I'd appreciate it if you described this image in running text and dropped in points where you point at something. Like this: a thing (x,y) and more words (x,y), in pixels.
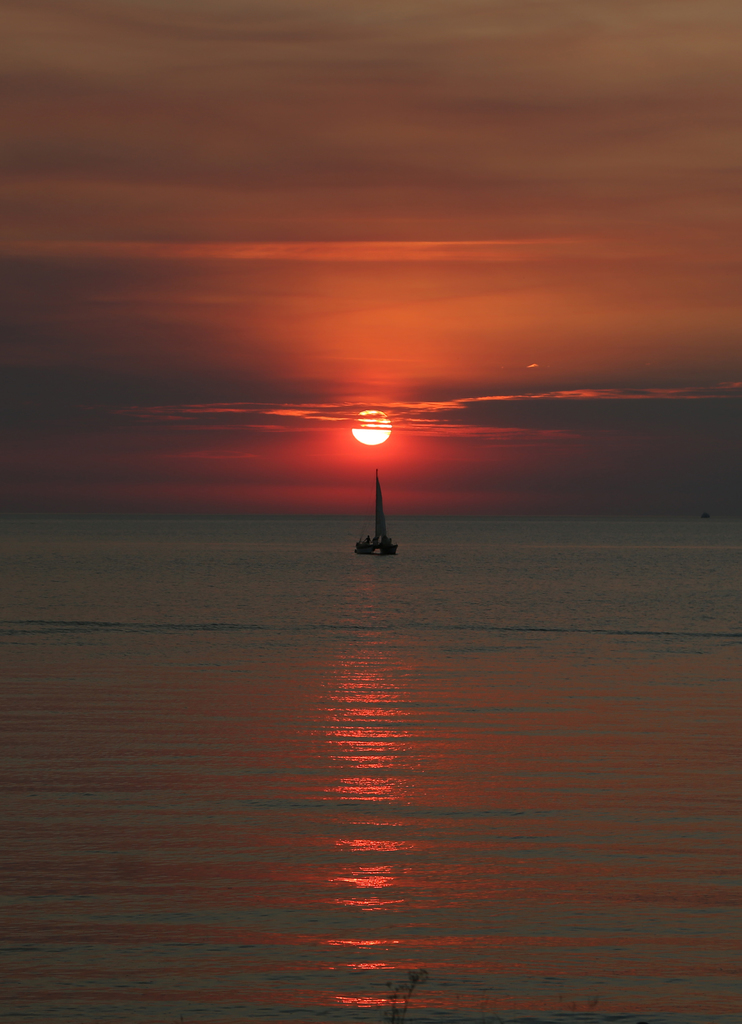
Here we can see a boat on the water (225,691). In the background (240,197) there are clouds (211,315) in the sky (301,428) and a sun (370,438).
